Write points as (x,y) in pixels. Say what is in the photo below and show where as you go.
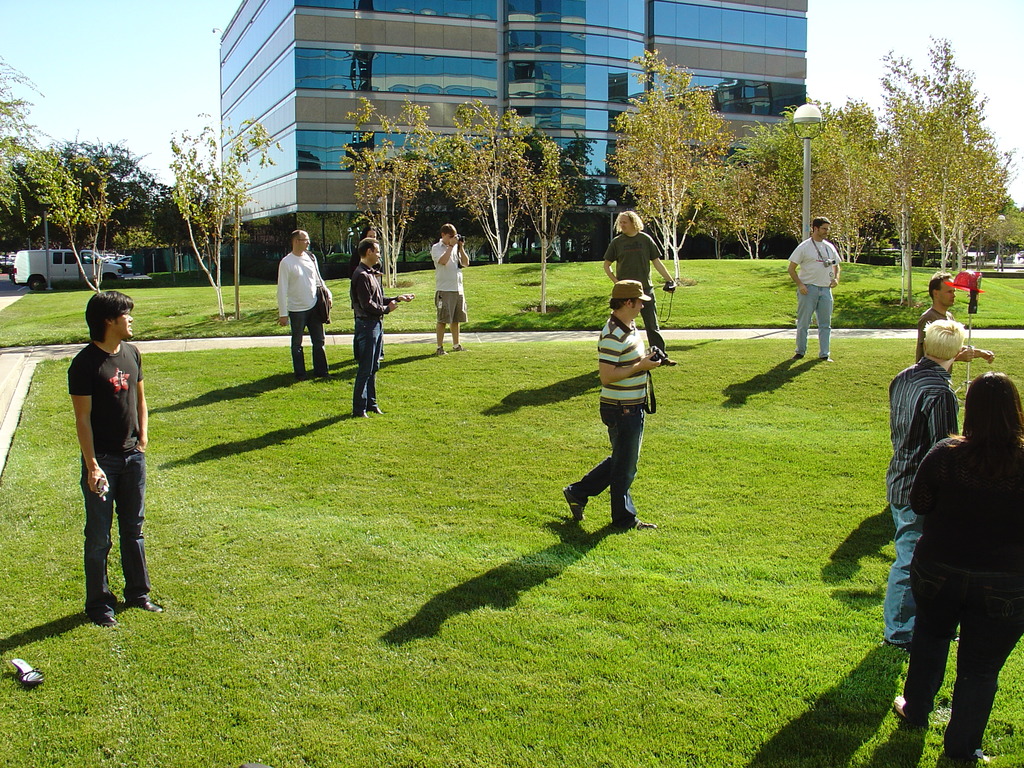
In this image there are so many people (111,299) standing on the grass ground (14,450) beside that there are so many trees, building (762,117) and vehicle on road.
